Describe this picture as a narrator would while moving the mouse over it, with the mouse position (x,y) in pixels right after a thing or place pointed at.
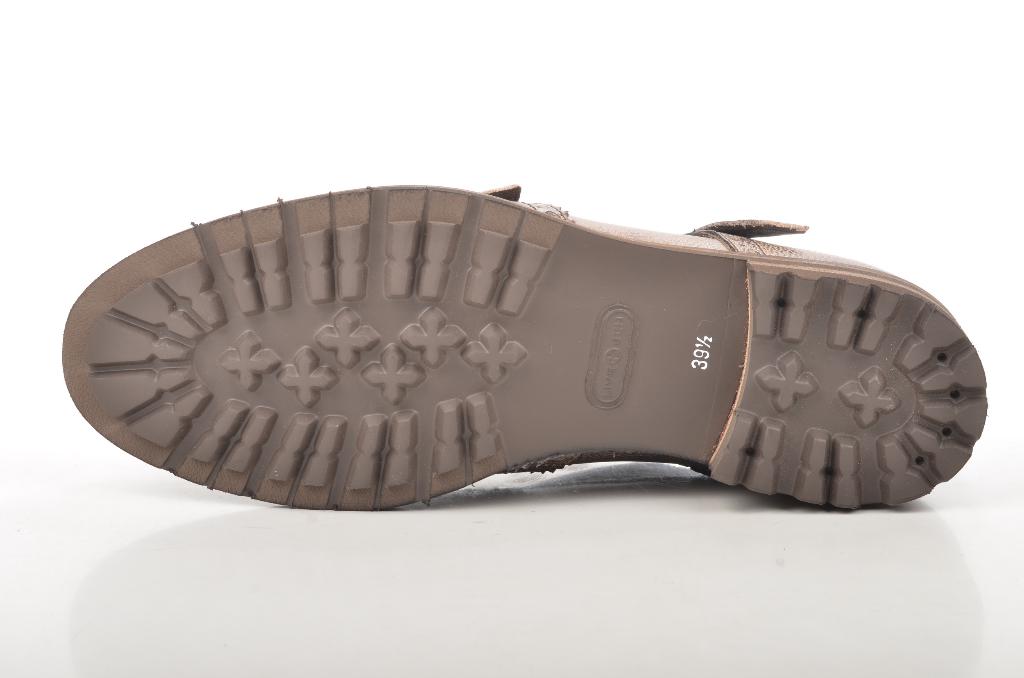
In the picture I can see footwear (485,351) on a white color surface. The background of the image (513,145) is white in color.
